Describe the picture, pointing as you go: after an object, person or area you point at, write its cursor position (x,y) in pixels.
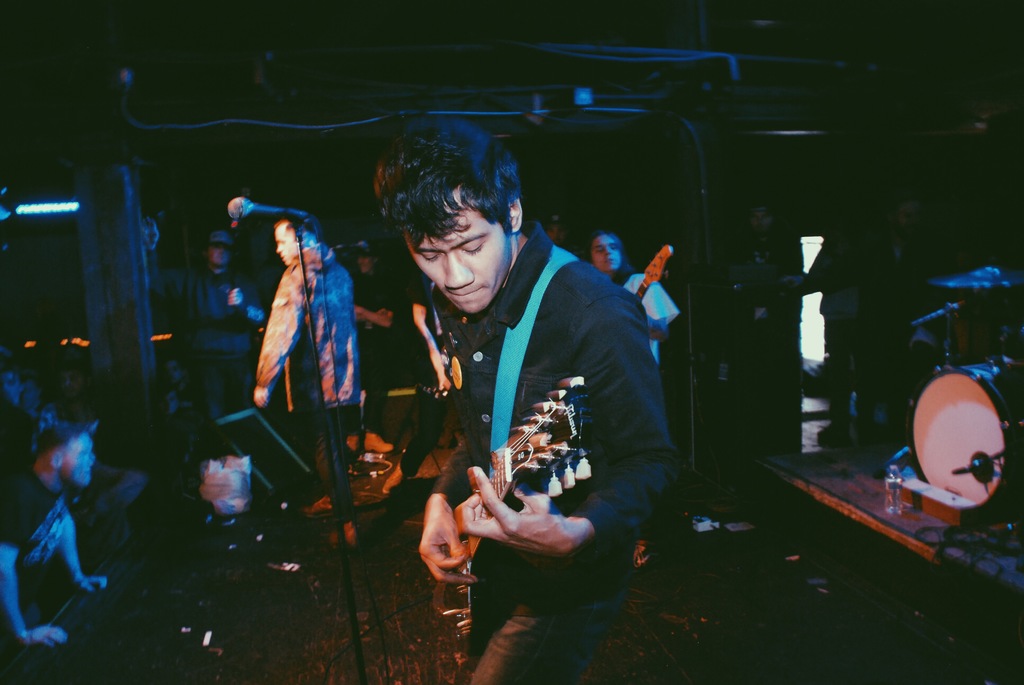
There is a person (587,562) who is holding a musical instrument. He is playing a guitar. There is a mic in front of him. This image looks like a concert. There are drums (975,452) on the right side (950,419). There is a person (66,519) standing on the left side (64,533) bottom corner. There is cover (212,487) in the middle of the image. There is a light (18,211) on the left side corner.
